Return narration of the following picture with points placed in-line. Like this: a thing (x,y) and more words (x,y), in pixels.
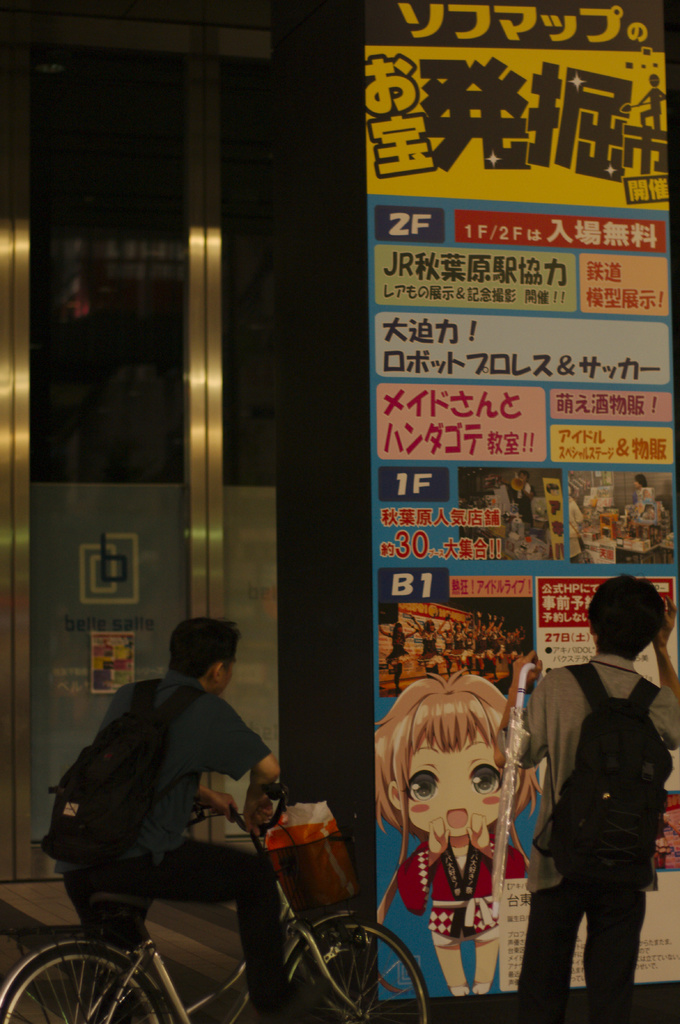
Here we can see that a person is standing on the floor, and holding an umbrella (511,754) and a person (173,823) is sitting on the bicycle (83,928), and here is the poster (452,101), and something written on it.
